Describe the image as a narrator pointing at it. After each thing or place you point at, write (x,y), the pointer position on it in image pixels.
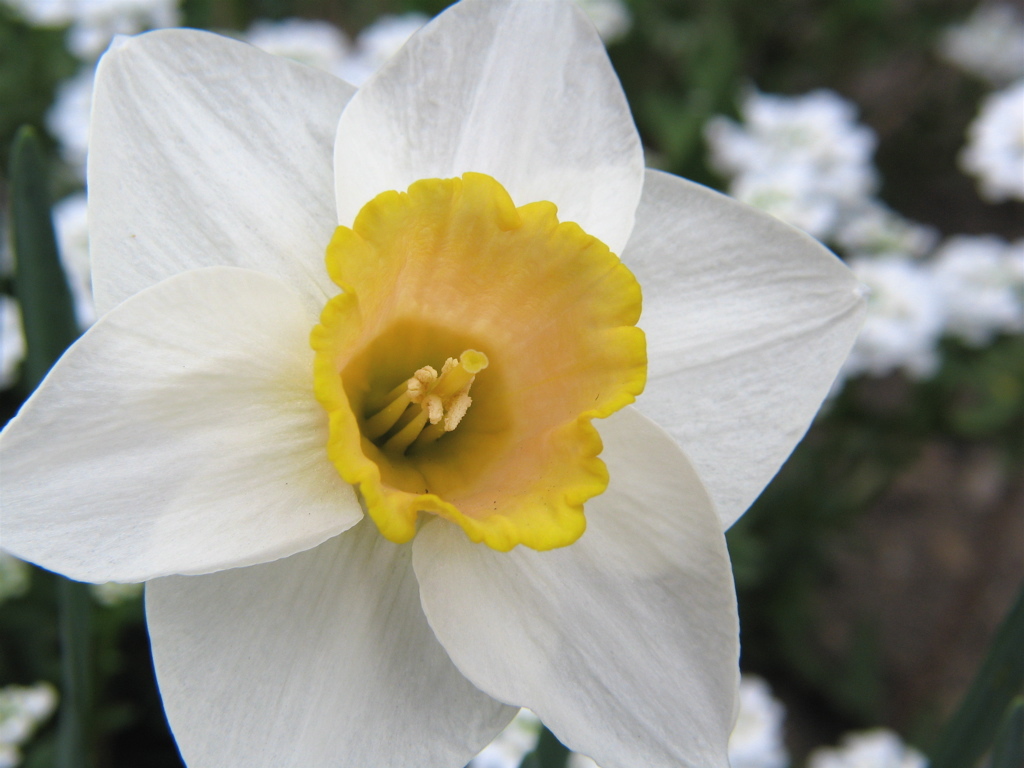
In the image there is a flower (396,355) with white petals (211,442) and there is a yellow center (477,320) in between the petals (394,182), the background of the flower (617,444) is blur.
